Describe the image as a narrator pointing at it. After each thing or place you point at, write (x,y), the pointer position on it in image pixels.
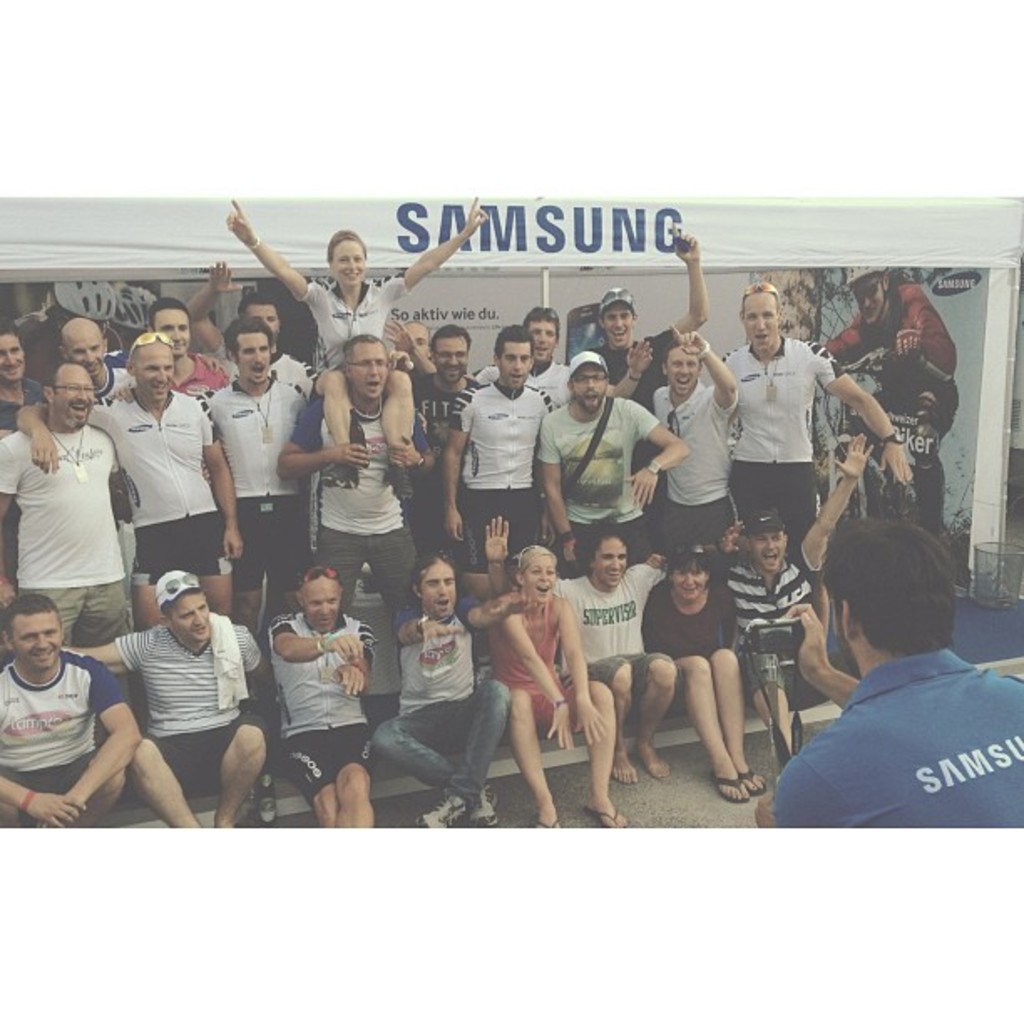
In this image I can see a crowd of people (61,571) wearing t-shirts (71,453), shorts (259,500), smiling and giving pose for the picture. In the front (400,641) few people (421,689) are sitting on a bench (201,811). At the back (111,444) few people (209,450) are standing. On the right side (872,665) a man (873,688) wearing blue color t-shirt (894,752), holding a camera (776,630) in the hand (807,636) and capturing the picture. In the background (668,294) there is a board (155,292) on which I can see some text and an image (911,381) of a person (904,336).
